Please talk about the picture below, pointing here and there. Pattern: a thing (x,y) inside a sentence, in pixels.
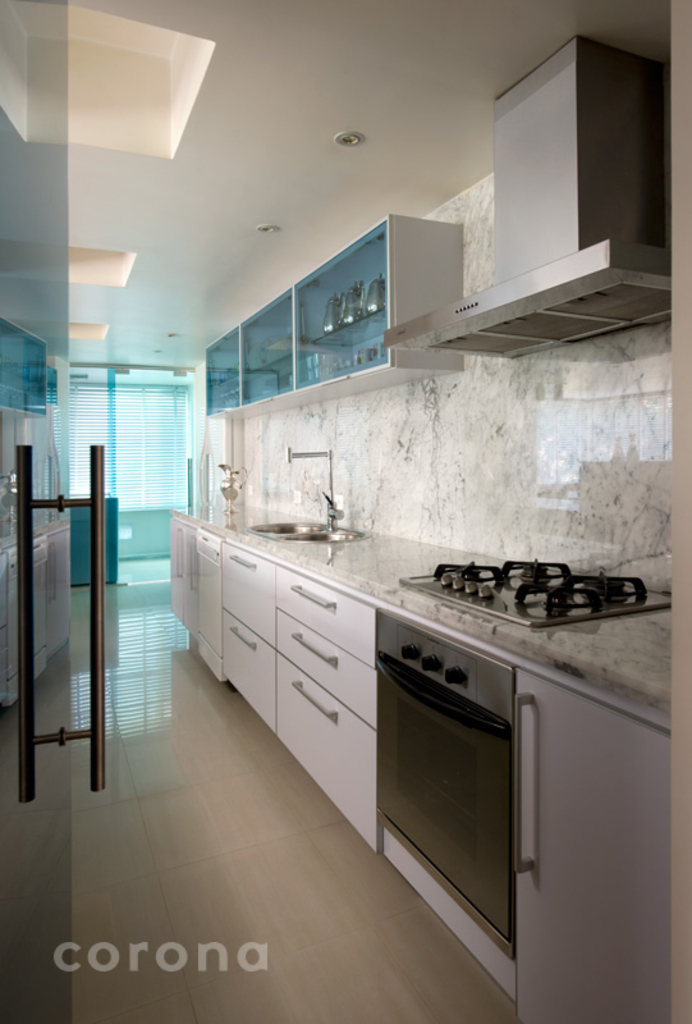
In this picture there is a kitchen platform (611,653). On the top right corner (638,133) I can see the exhaust duct (644,195). Beside that I can see some steel objects (364,299) in the cupboard (390,309). At the bottom (429,753) there is a oven (496,892). On the left (47,371) there is a glass door (5,244). In the back (85,520) I can see the green object (86,509) near to the door (147,527). In the bottom left corner (156,948) there is a watermark (162,955).
